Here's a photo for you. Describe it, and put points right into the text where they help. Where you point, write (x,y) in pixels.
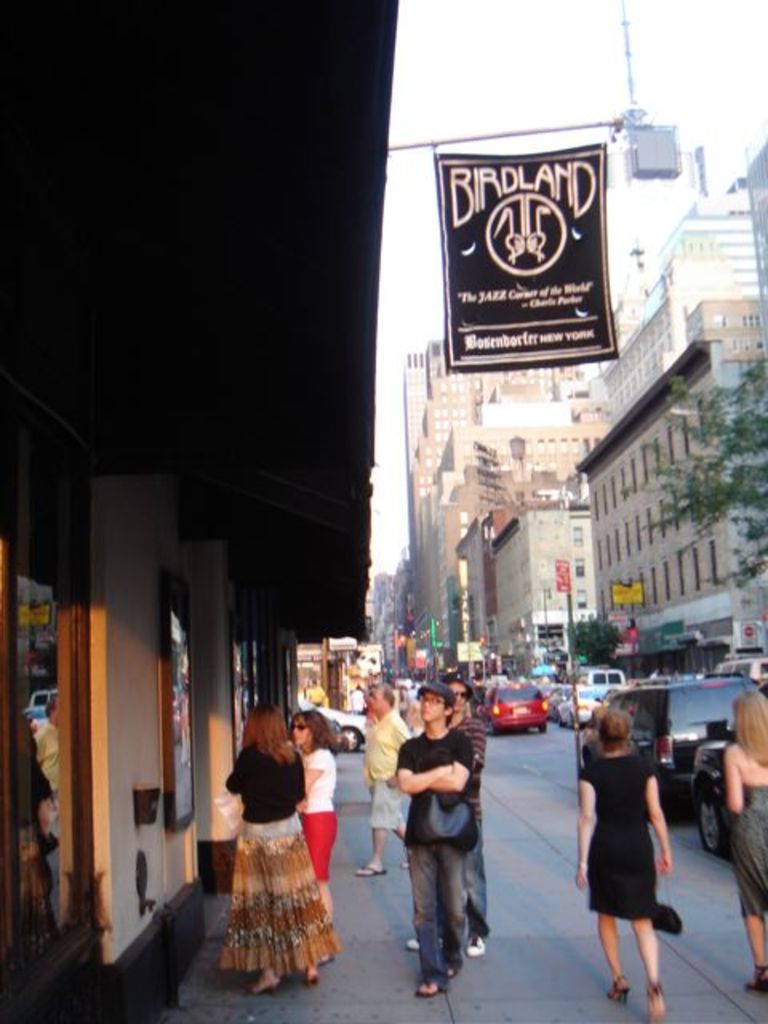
In the image there are a lot of vehicles (567,711) on the road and around the vehicles (665,742) there are many buildings (548,462), there are few people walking beside the road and there are some people (227,781) standing in front of the store (177,712) on the left side (130,657).
